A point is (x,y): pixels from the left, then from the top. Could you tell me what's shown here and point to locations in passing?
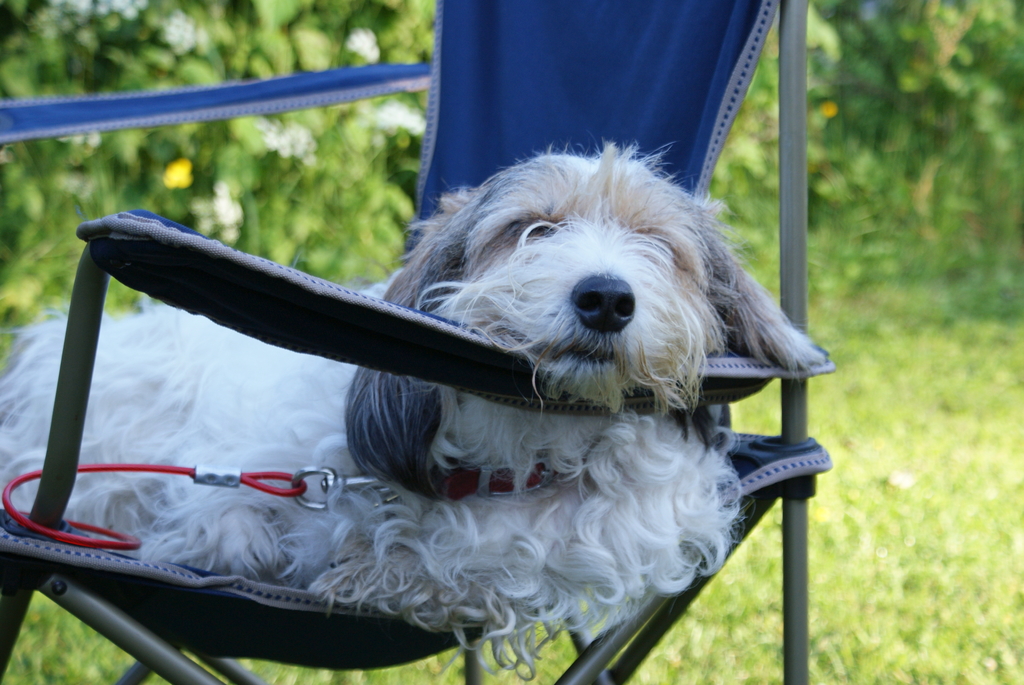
In this picture I can see there is a dog (431,423), it is sitting on the chair (44,543) and there is grass (967,499) on the floor (882,540), there are plants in the backdrop (920,119). The backdrop of the image is blurred.
